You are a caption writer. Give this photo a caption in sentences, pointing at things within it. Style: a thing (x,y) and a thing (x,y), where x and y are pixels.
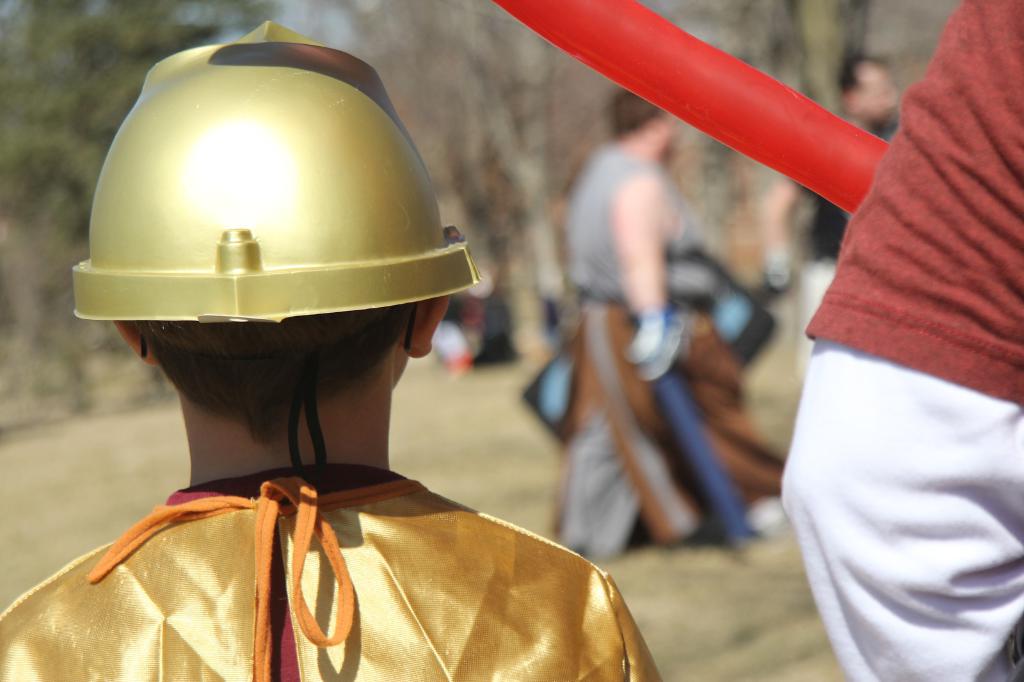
On the left side (340,388), we see the boy (251,449) is wearing the yellow dress (335,560) and the helmet (239,183). Beside him, we see a person (925,488) is wearing the white and red T-shirt (939,311). In front of them, it looks like a red color rod (738,132). In the middle (615,336), we see two men (596,347) are standing. There are trees (706,141) in the background (575,136). This picture is blurred in the background (501,349).
